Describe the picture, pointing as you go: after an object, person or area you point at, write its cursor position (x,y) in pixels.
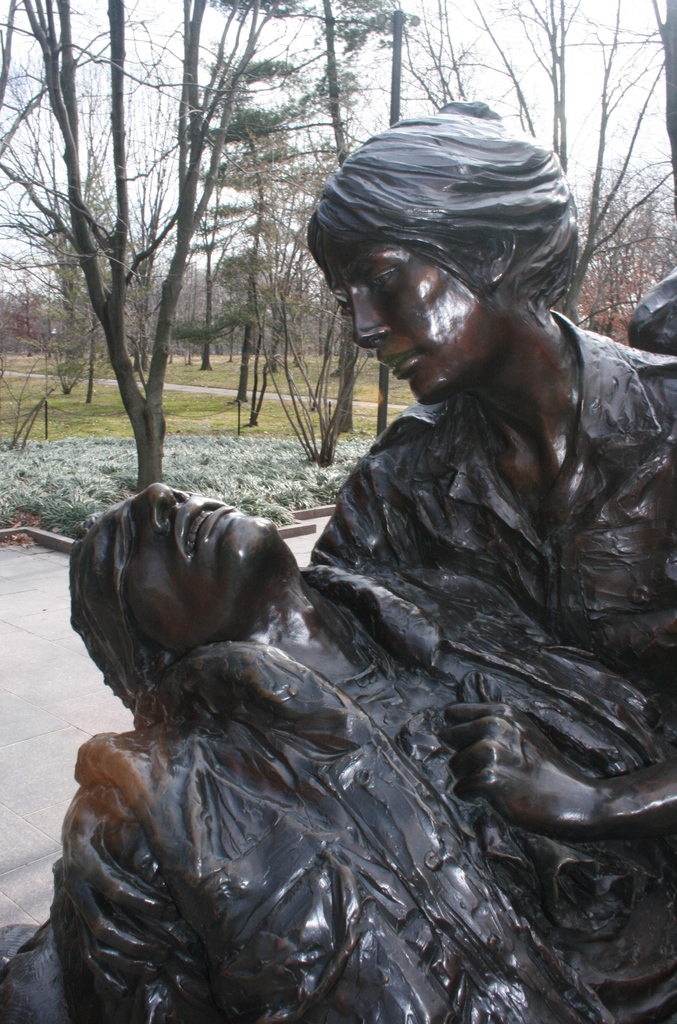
This picture is clicked outside. In the foreground (136,823) we can see the sculptures (127,630) of two persons (370,487). In the background (233,468) we can see the grass (243,463), trees (243,372), sky (541,79) and some other objects (85,705).
